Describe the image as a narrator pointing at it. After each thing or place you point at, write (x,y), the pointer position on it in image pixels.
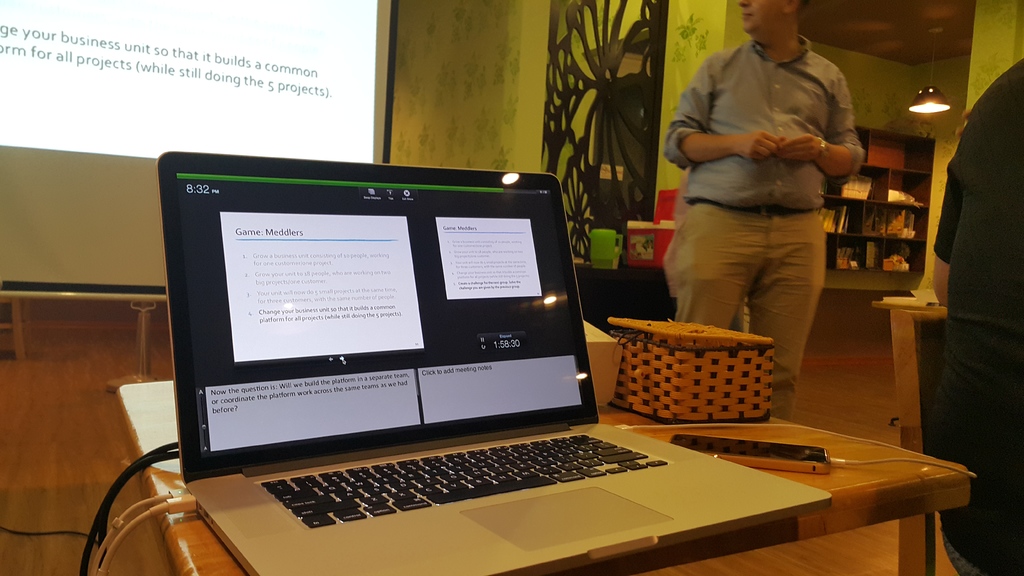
In this image I can see a laptop (367,177), a phone (765,452) and a projector's screen (218,85). Here I can see few people (731,143) are standing.
